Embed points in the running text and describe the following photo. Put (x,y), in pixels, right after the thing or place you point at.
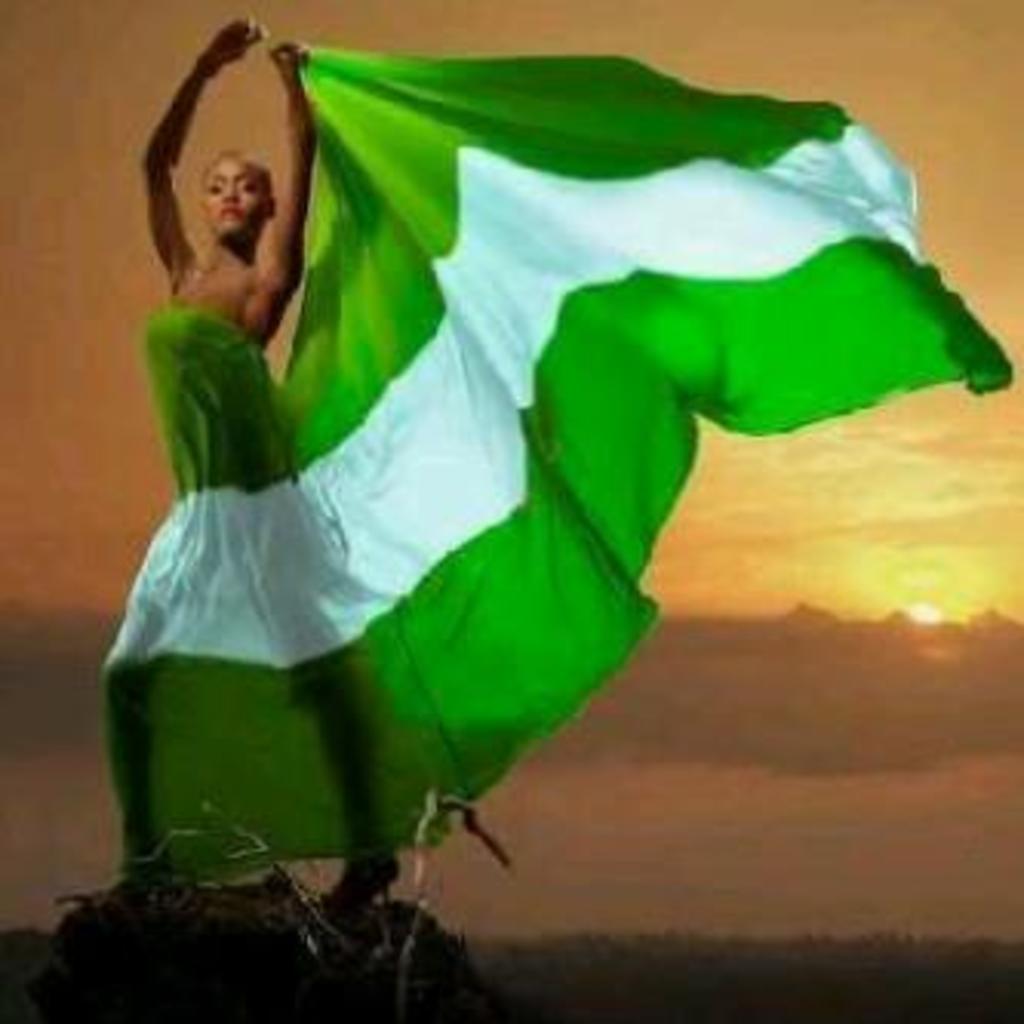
In this image we can see a lady (189,399) standing. In the back (72,336) there is sky (762,723).
